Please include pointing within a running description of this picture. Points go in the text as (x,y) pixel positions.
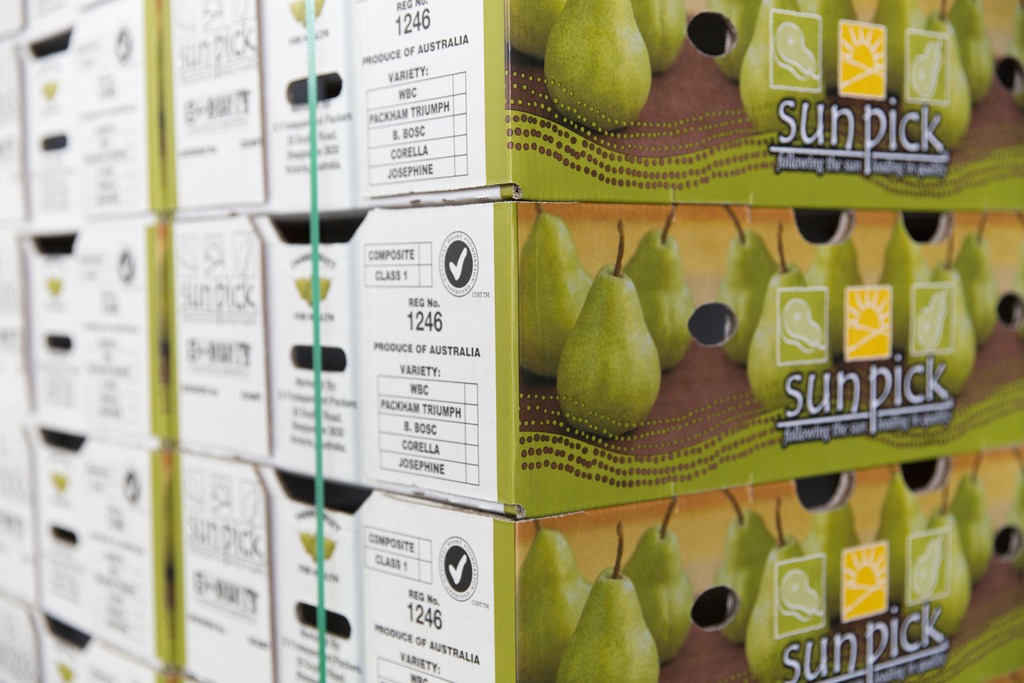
In this picture we can see boxes (265,452) and on these boxes (265,452) we can see some fruits (957,318) and some text (930,118) on it.
